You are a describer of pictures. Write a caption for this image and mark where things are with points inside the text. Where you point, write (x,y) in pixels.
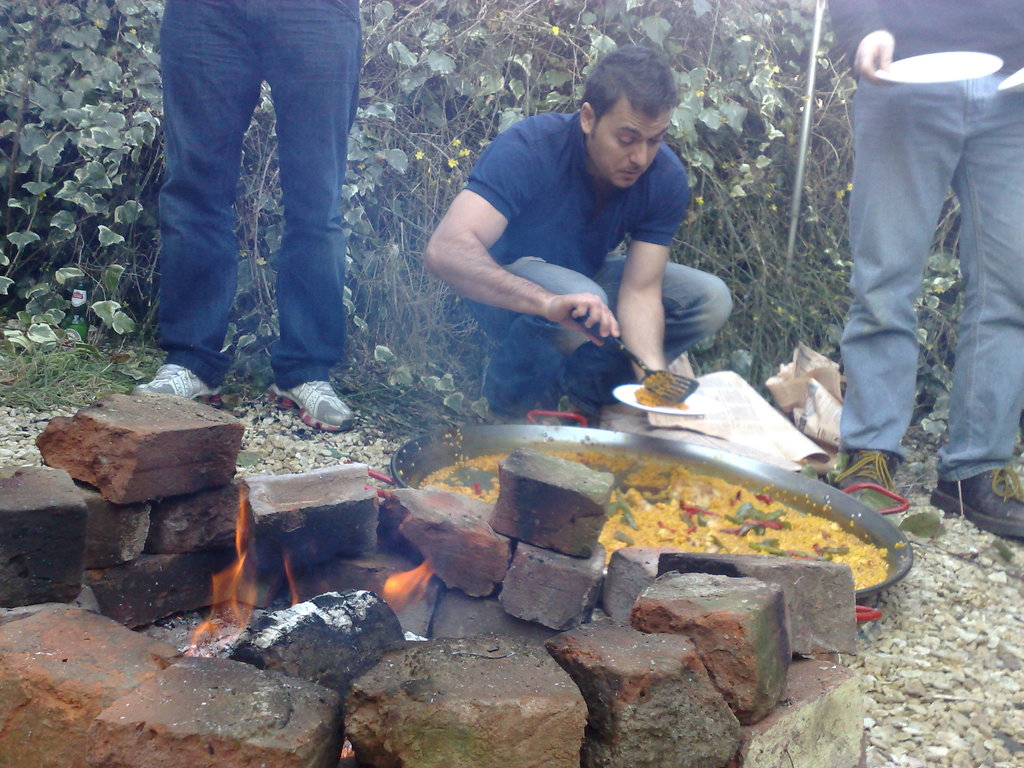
In the picture we can see three persons (1009,96), two are standing and one person (481,174) is sitting and serving a food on the plate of the dish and beside the dish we can see some bricks (620,576) in the middle of it we can see a fire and in the background (763,196) we can see grass surface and plants (681,139).
